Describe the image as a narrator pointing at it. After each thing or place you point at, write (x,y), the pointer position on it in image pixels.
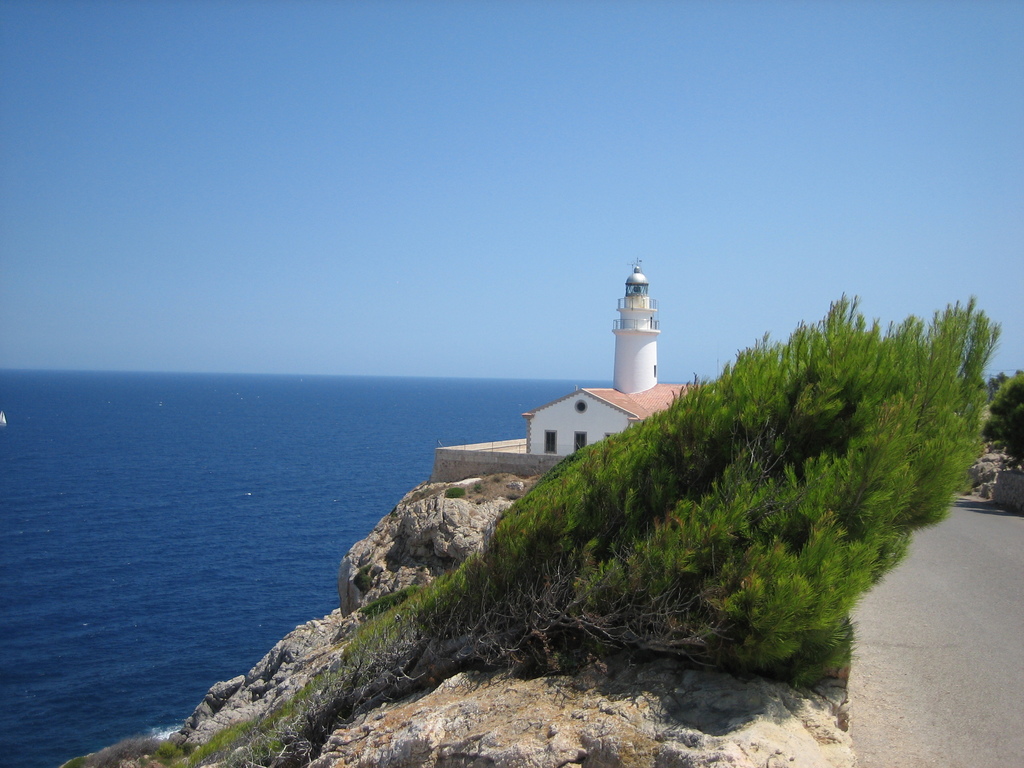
Here in this picture, in the middle (591,391) we can see a house (591,422) and a lighthouse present over a place and in the front (557,582) we can see plants (470,626) and trees (685,548) present on the ground (482,694) and we can see rock stones (394,579) present and we can see water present all over there and we can see the sky (367,284) is clear.
